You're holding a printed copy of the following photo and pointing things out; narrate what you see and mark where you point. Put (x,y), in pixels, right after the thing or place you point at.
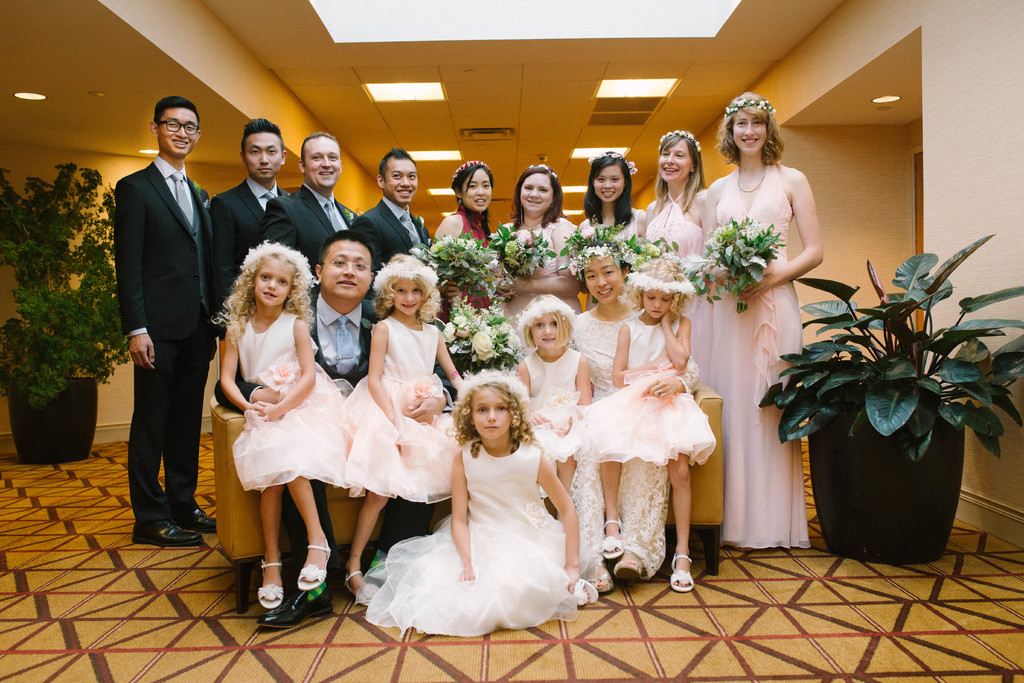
In this image in the center (672,229) there are a group of people (371,232) who are standing, and some of them are holding some flower bouquets (669,251) and there is one couch (228,514). On the couch (229,501) there is one man (352,299) and one woman (606,283) who are sitting and they are holding girls (383,441), at the bottom (190,548) there is a floor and on the right side (886,454) and left side (49,379) there are two flower pots (862,438) and plants (61,309). And on the top (496,84) there is ceiling (115,112) and some lights (623,88).
